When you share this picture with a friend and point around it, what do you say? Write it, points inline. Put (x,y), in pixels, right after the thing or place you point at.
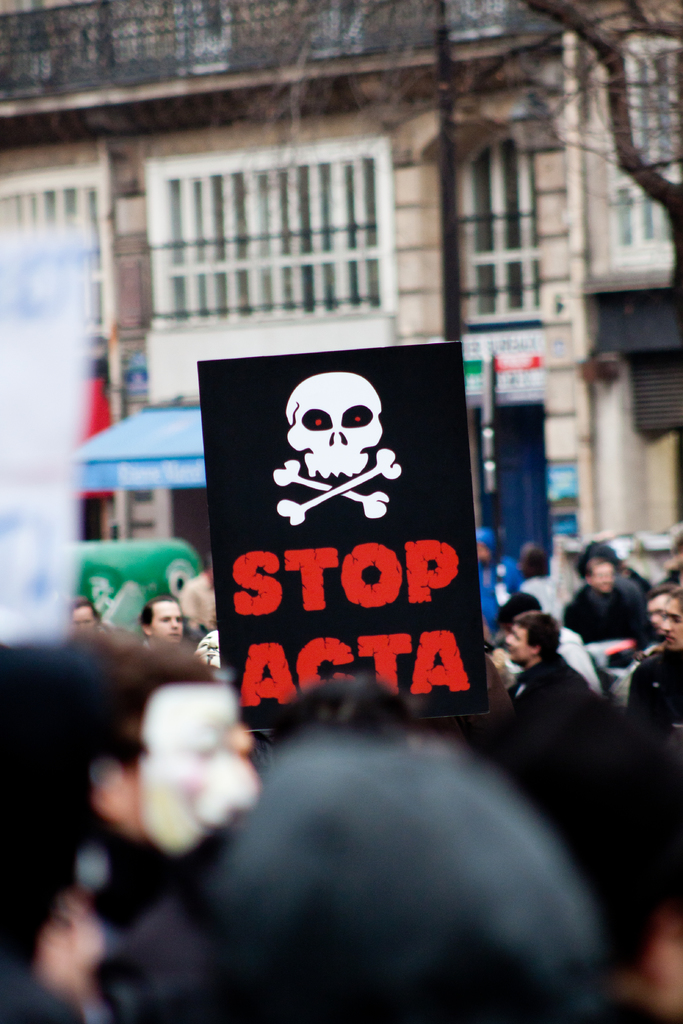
In this picture we can see a group of people (600,744), here we can see a poster (467,441), on this poster (467,441) we can see a danger symbol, some text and in the background (186,358) we can see a building (635,339).
